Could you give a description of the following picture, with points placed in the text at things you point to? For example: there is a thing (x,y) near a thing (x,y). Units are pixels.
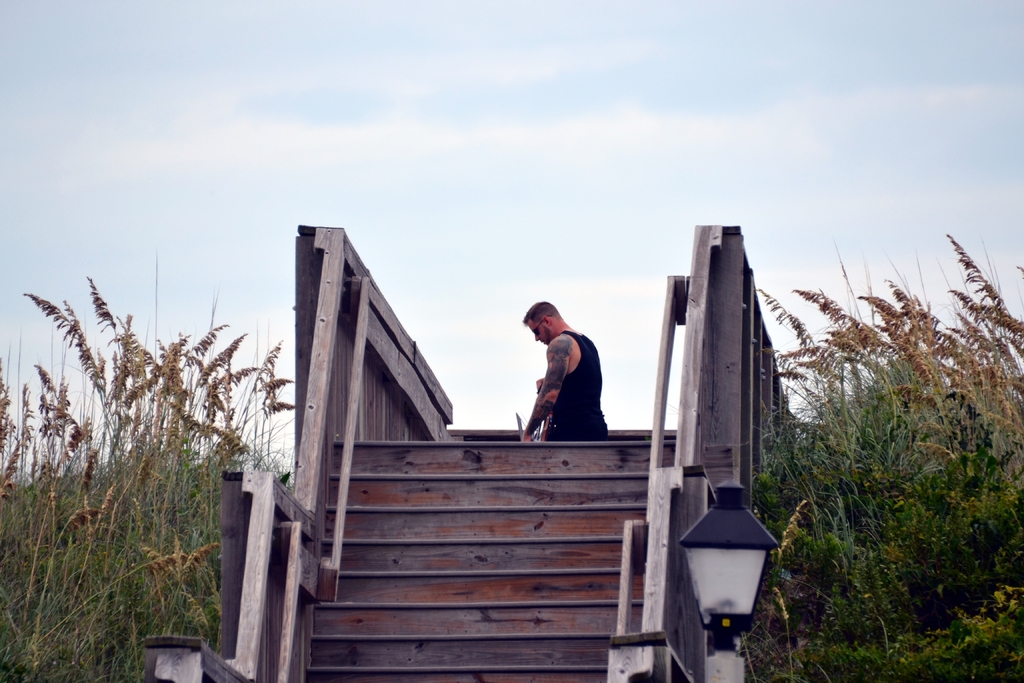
There are steps (408,496) with railings (424,422). One person (537,408) is standing on that. On the sides there are plants (905,469). In the background (448,90) there is sky (610,115). Near to the step (554,490) there is a light (704,567).
